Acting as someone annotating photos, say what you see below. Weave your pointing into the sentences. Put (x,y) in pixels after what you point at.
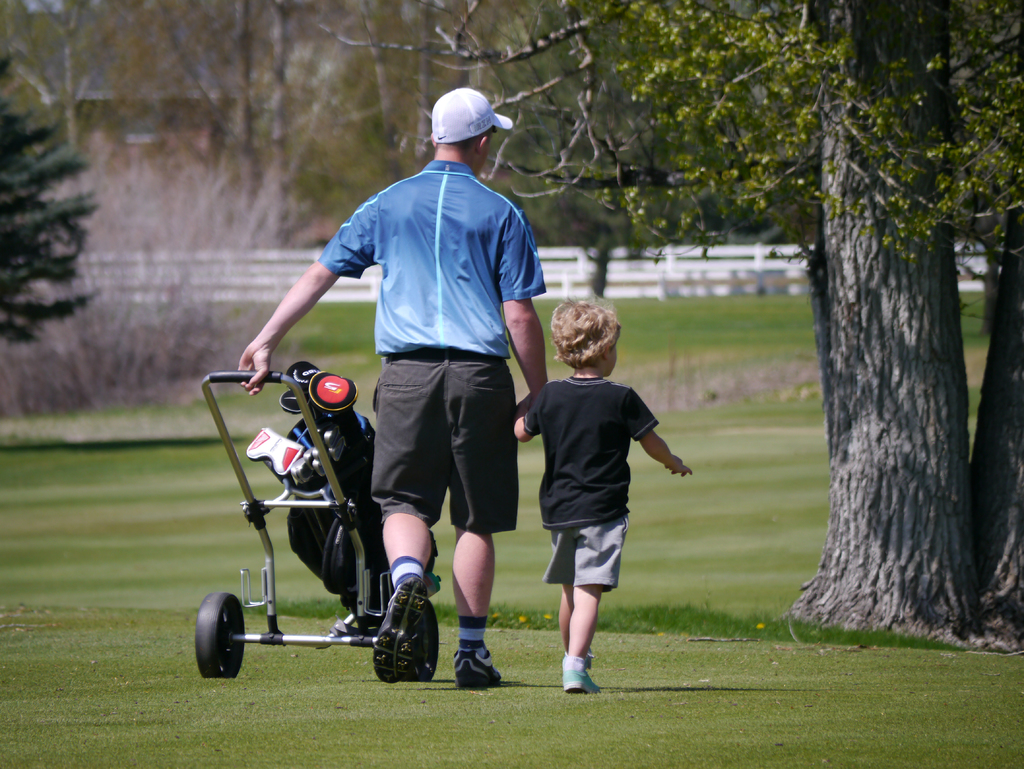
In this picture we can see a man (466,306) wearing blue t-shirt (480,293) and shorts (488,398) walking in the garden (520,491) with a small boy (580,516). Beside there is a golf cart (346,619). Behind there is a white color fencing railing (759,269) and some trees (180,217). On the front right corner (809,129) there is a huge tree (705,139).
